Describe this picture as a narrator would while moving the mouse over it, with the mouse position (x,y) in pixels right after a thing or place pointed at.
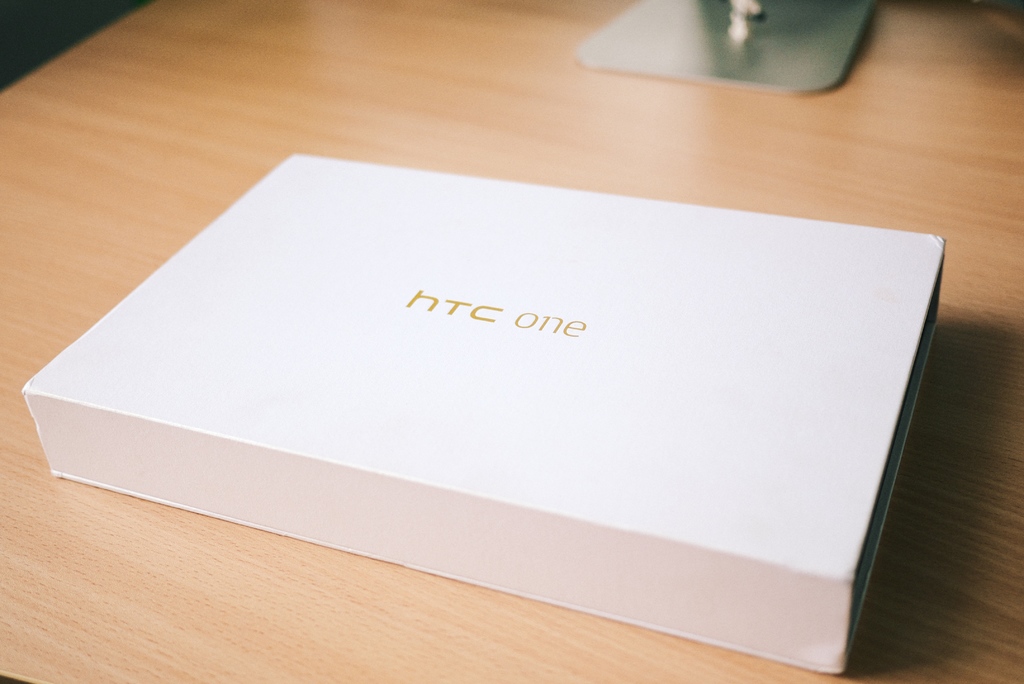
In this image I can see a white colour thing (423,376) and on it I can see something is written. I can also see this image is little bit blurry from background (1011,76).
